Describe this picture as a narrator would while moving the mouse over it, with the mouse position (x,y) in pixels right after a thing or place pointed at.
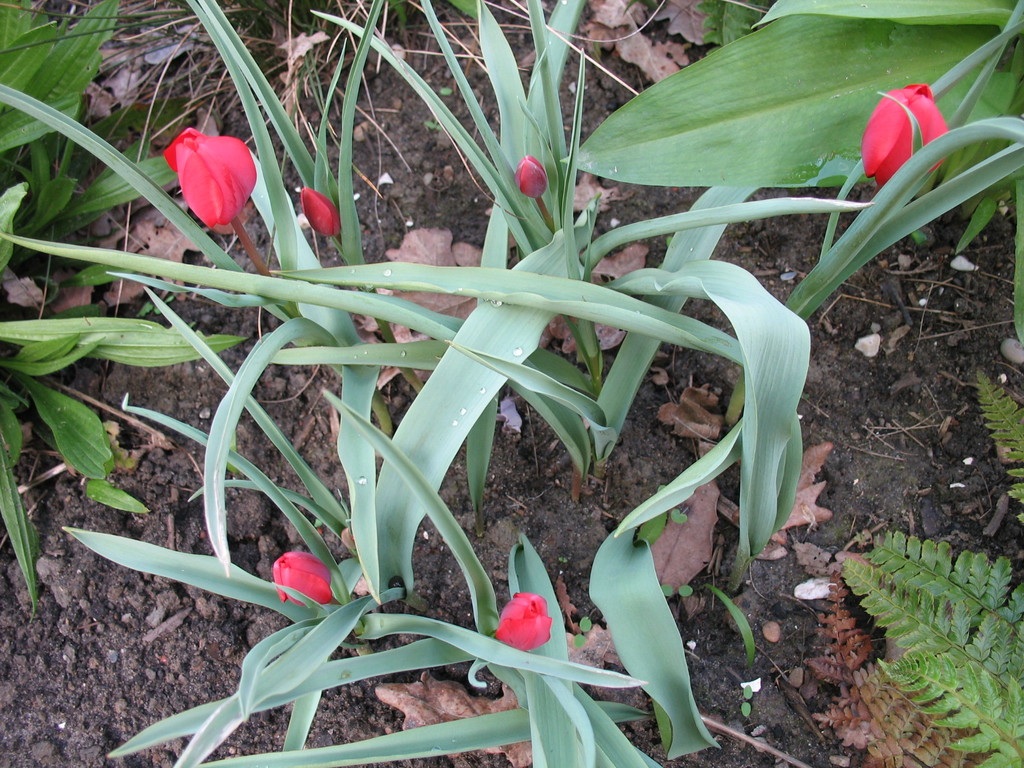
In this picture we can see plants (506,214), flowers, mud (338,375), dry leaves (432,305), leaves (593,335) are there.
